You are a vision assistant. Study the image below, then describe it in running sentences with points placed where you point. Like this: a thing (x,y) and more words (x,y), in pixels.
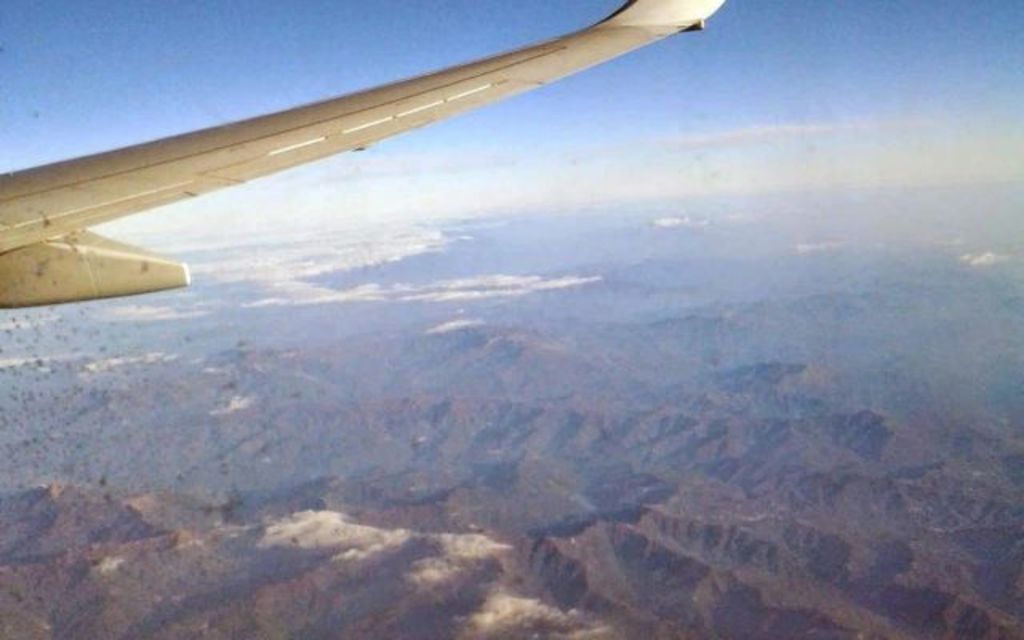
In this image I can see an aircraft (612,37), clouds (226,280), mountains (587,444) and the sky (102,37). This image is taken may be in the evening.
